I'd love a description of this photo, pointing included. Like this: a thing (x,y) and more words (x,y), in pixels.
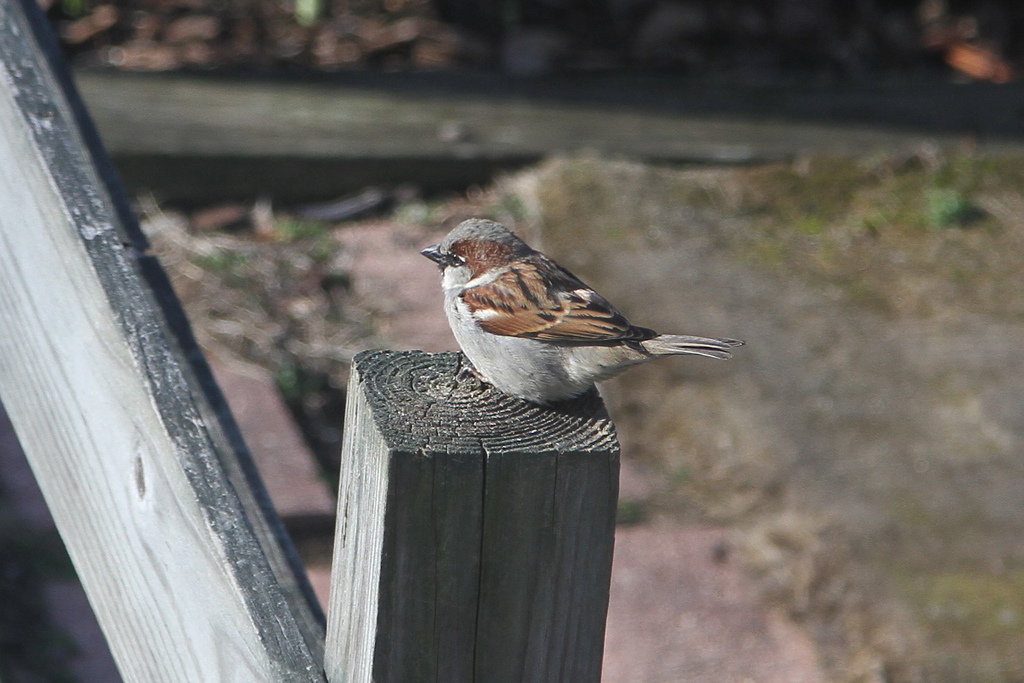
In this image there is a sparrow (503,313) on a wooden surface (498,410), in the background (255,98) it is blurred.
